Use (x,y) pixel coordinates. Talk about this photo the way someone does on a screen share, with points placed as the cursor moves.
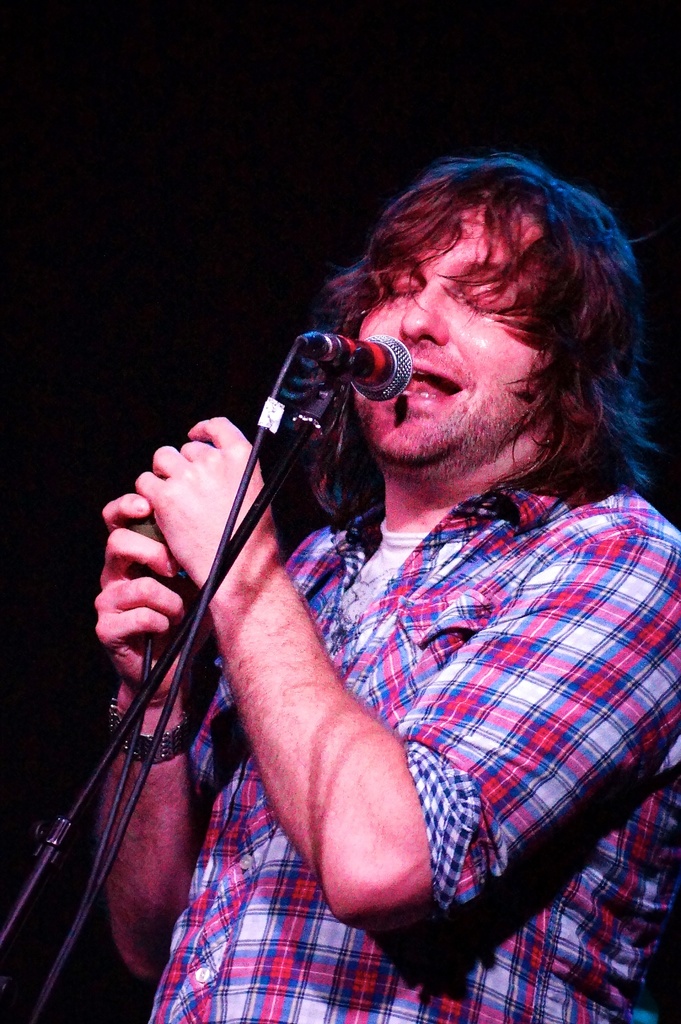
In this image we can see a person (406,994) is standing and singing a song and in front of him a mike (411,374) is there.
